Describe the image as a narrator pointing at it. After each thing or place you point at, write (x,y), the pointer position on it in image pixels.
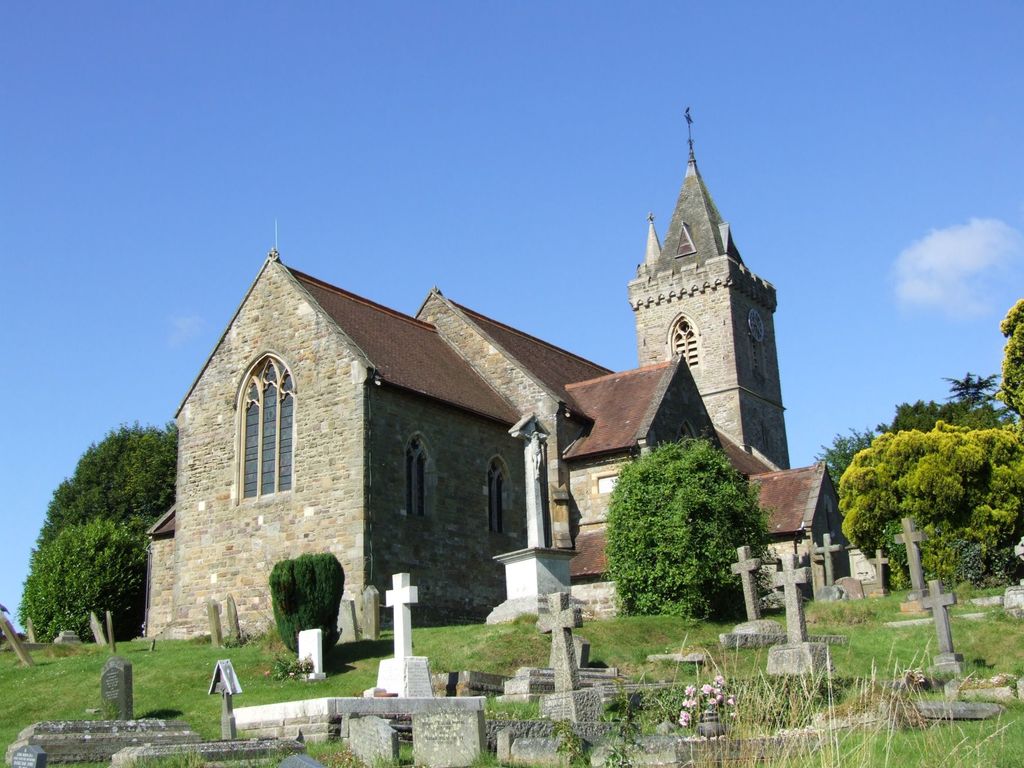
In this image in the center (597,397) there is a building (481,498) and there is a clock tower (738,336), on the right side (1023,411) and left side (99,501) there are some trees (73,535). At the bottom (429,703) there are cemeteries (300,708), grass (905,705) and plants (787,702), and at the top (521,101) there is sky (789,143).
